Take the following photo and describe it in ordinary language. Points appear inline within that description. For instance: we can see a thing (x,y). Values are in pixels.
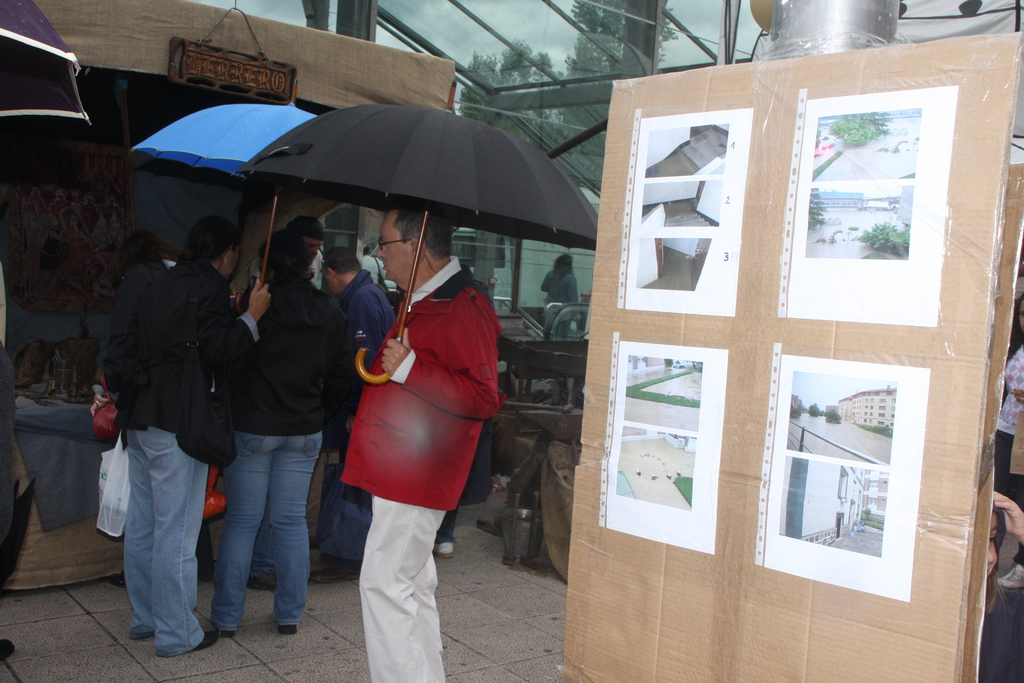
In this image we can see a man (411,637) is standing. He is wearing red color jacket (407,451), white pant (405,532) and holding black umbrella (404,323). Right side of the image (843,238), we can see four papers (677,462) are pasted on cardboard (753,235). Background of the image (215,314), one stall (256,32) is there and people (263,339) are standing. Two persons (291,318) are wearing black color top (235,338) with jeans (299,509) and one person (234,311) is holding blue color umbrella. At the top of the image (663,42), we can see glass shelter (531,65). Behind the shelter (525,63), tree (514,54) and clouds (490,24) are there.
